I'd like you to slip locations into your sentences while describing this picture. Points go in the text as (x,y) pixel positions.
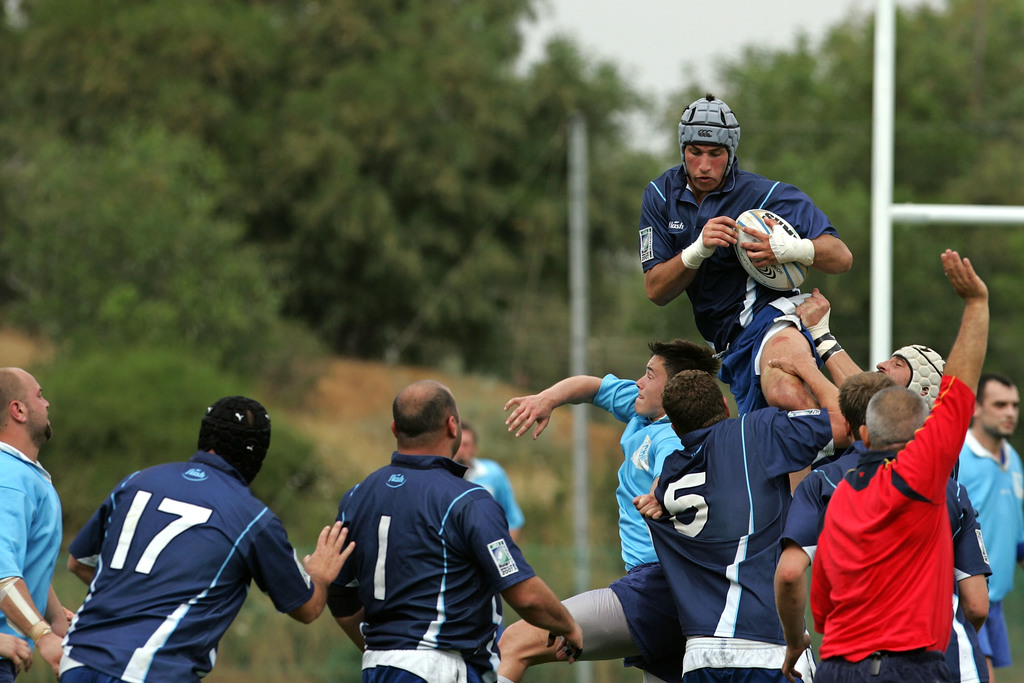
In this image I can see group of people (671,467) are playing with the ball (756,270). The ball (775,275) is in white color. These people (740,424) are wearing the jersey (503,512). Among them one person (851,487) is wearing the red color t-shirt (870,541). In the back (369,281) there are trees (346,246), the white pole (880,222) and the sky (665,84).
